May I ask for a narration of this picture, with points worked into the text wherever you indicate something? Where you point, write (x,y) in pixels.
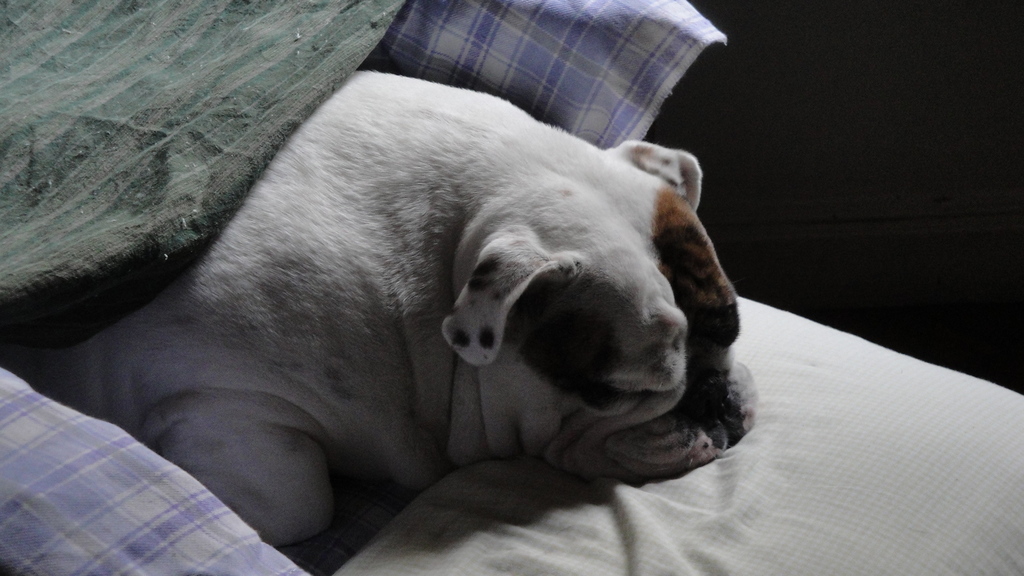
In this image we can see a dog (449,377) lying on the surface (526,472). We can also see some clothes (84,481) on it.
